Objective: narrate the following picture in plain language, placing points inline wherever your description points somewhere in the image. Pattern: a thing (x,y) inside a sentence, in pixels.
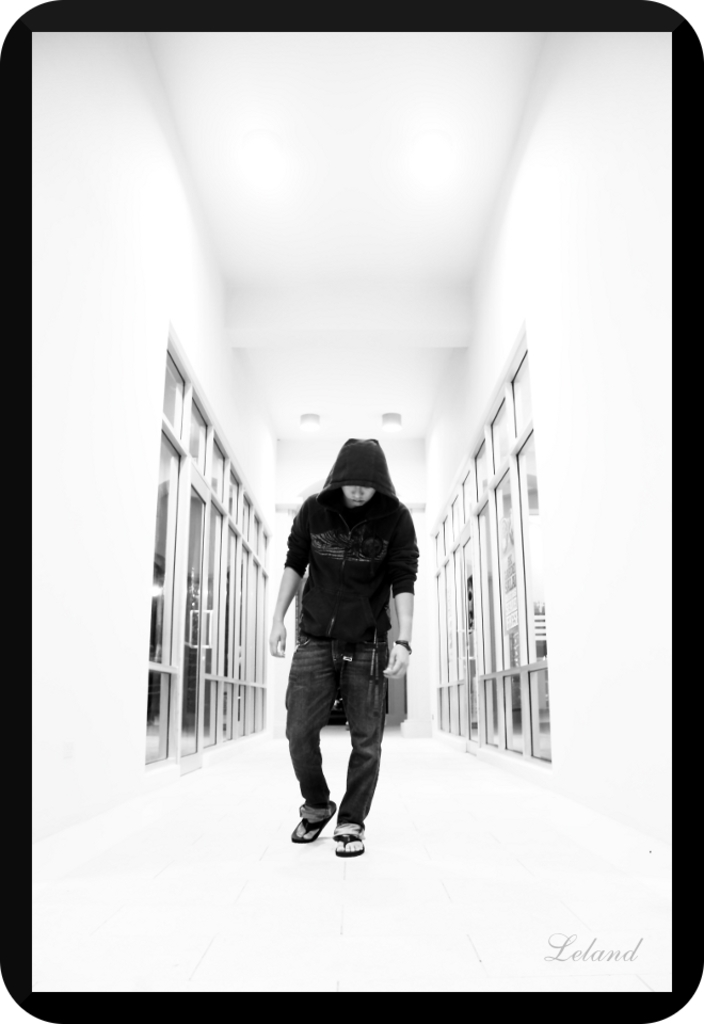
In this picture we can see a person (371,656) walking, on the right side (498,622) and left side (193,647) there are glasses (239,599), we can see the ceiling (309,256) at the top of the picture (321,218), at the right bottom (577,956) there is some text (587,956), it is a black and white image.
